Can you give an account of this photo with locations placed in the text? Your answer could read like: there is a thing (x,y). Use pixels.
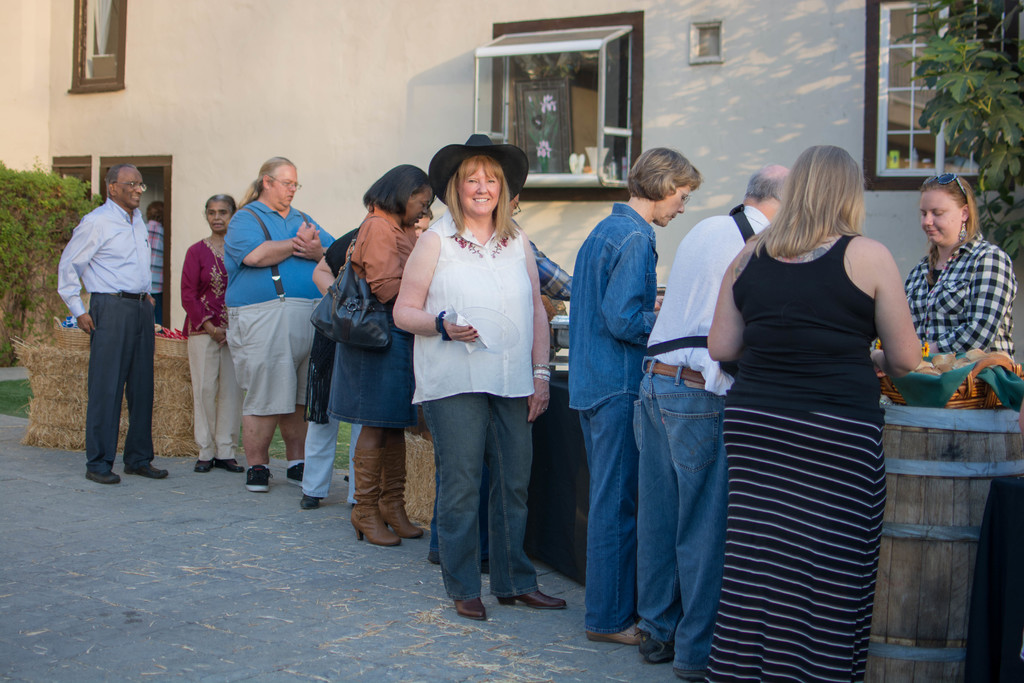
In this image we can see many persons (413,292) standing on the ground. On the right side of the image (997,463) we can see barrel (954,682) and tree (987,89). In the background (792,10) we can see building (393,121) and windows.
